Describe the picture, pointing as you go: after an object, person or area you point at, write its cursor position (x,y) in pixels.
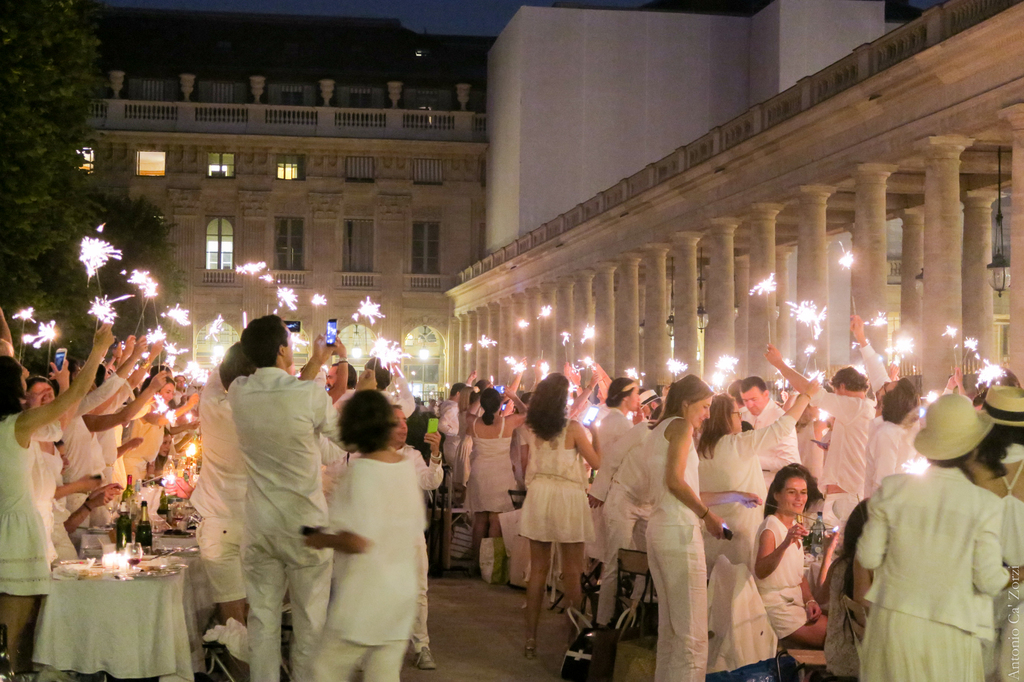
In this image group of people (327,432) standing and taking pictures of the building (447,201) and there is a building (187,89) on the middle (468,289) and there is a left side (25,182) there is a tree (37,169).
